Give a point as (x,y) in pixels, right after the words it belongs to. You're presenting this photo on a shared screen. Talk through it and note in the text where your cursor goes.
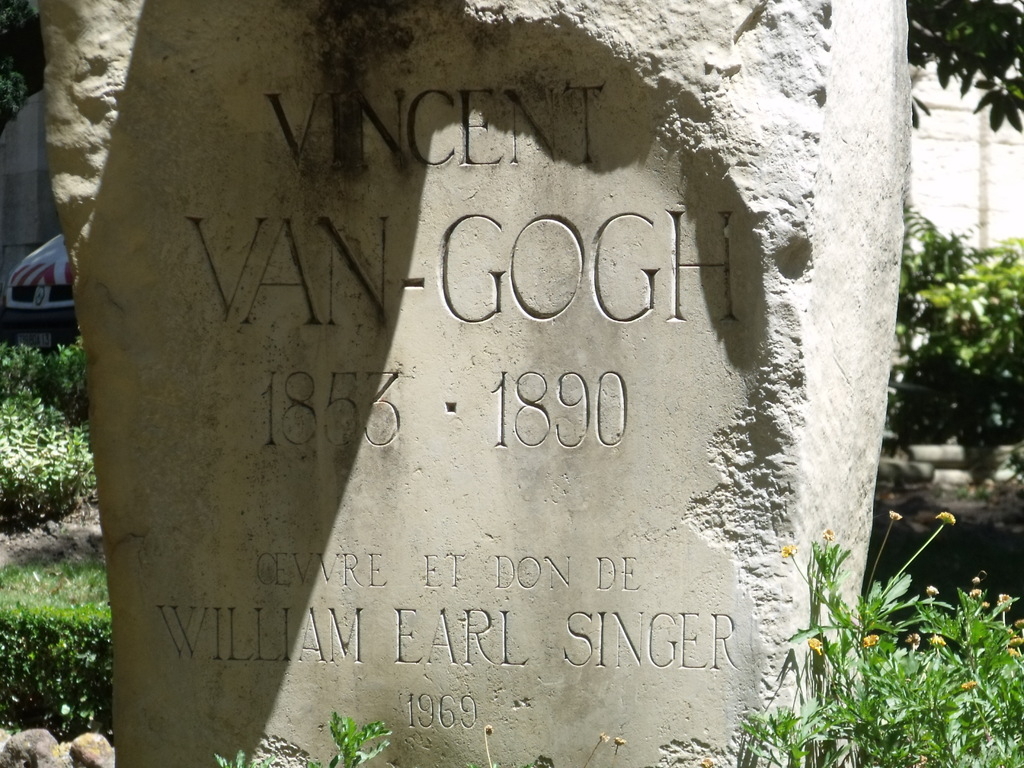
There is a grave (252,293) near plants (834,646) which are having flowers (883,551). In the background (991,306), there are plants (990,321), grass (82,568) on the ground (53,572) and there is a tree (955,14).
